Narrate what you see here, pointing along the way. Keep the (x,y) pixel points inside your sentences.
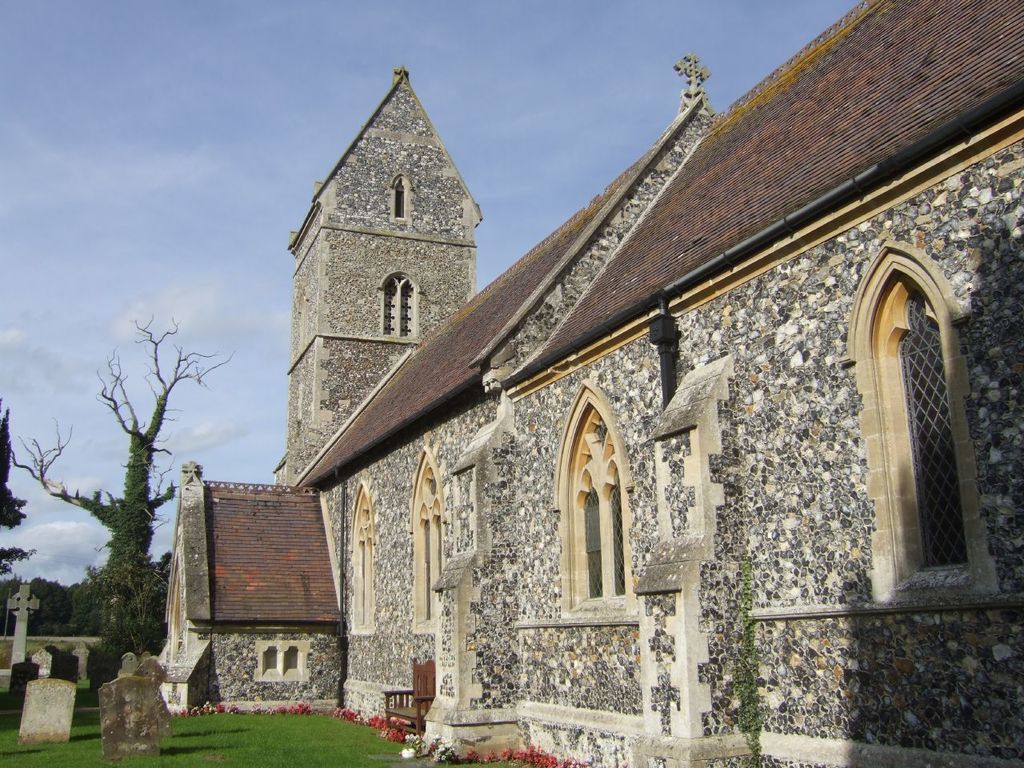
This is an outside view. On the right side (712,399) there is a building (702,609). In the background (134,546) there are some trees (138,570). This place is looking like a graveyard (107,692). On the ground (301,750) I can see the grass (259,733). At the top of the image (141,121) I can see the sky (141,102).
